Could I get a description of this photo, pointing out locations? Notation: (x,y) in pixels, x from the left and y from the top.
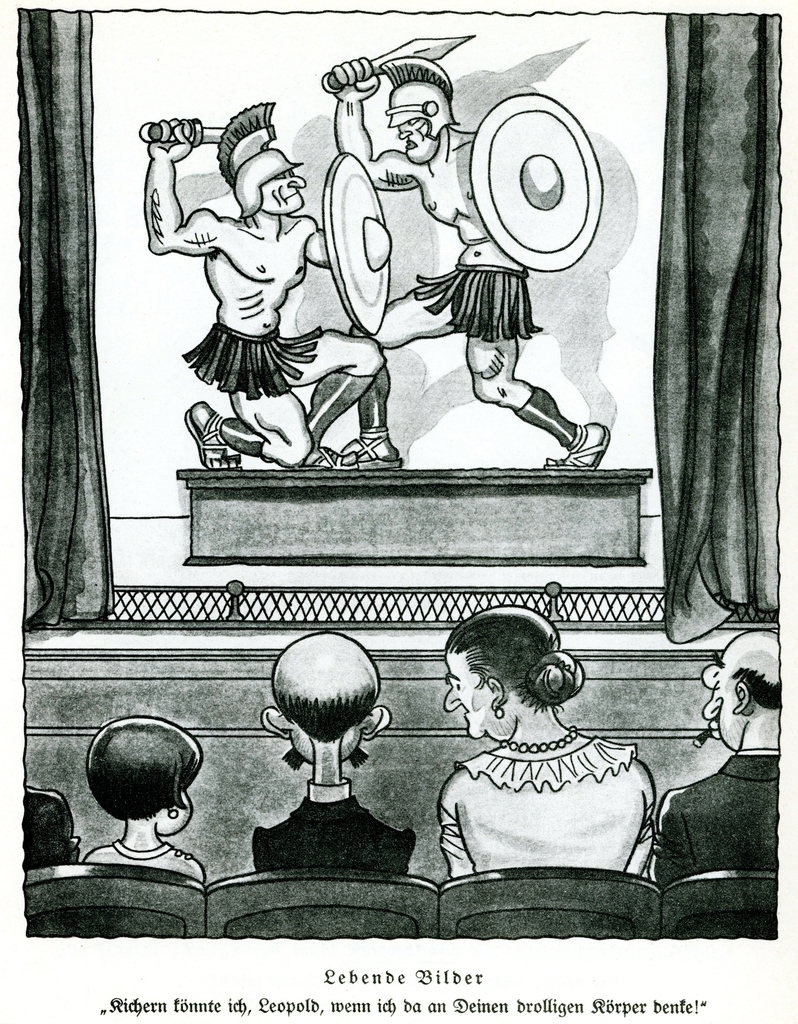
Here we can see a black and white picture, in this picture we can see a sketch of some people (689,813) sitting on chairs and two persons (526,308) fighting with swords (381,73).
